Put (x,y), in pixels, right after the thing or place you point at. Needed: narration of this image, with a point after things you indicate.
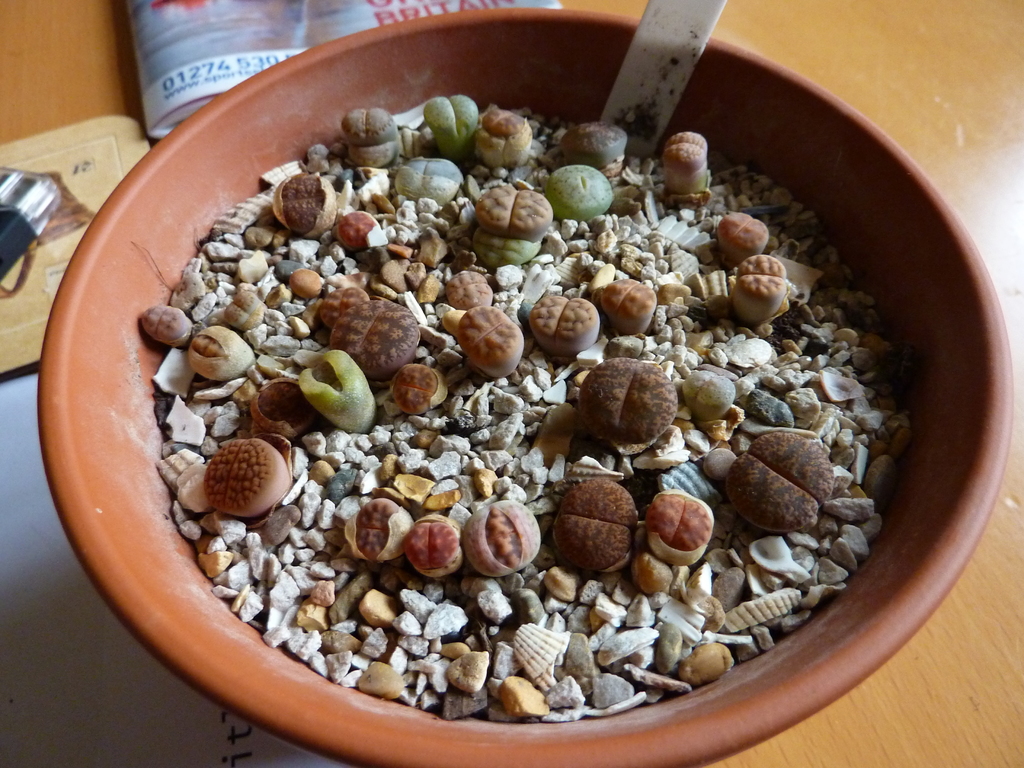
In this image there are some stones (529,381) are kept in a red color bowl (146,181), and there is a plant label (631,149) at top of the image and there is a paper (215,21) at top left corner of this image (251,57), and there is one object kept at left side of this image (12,230).
